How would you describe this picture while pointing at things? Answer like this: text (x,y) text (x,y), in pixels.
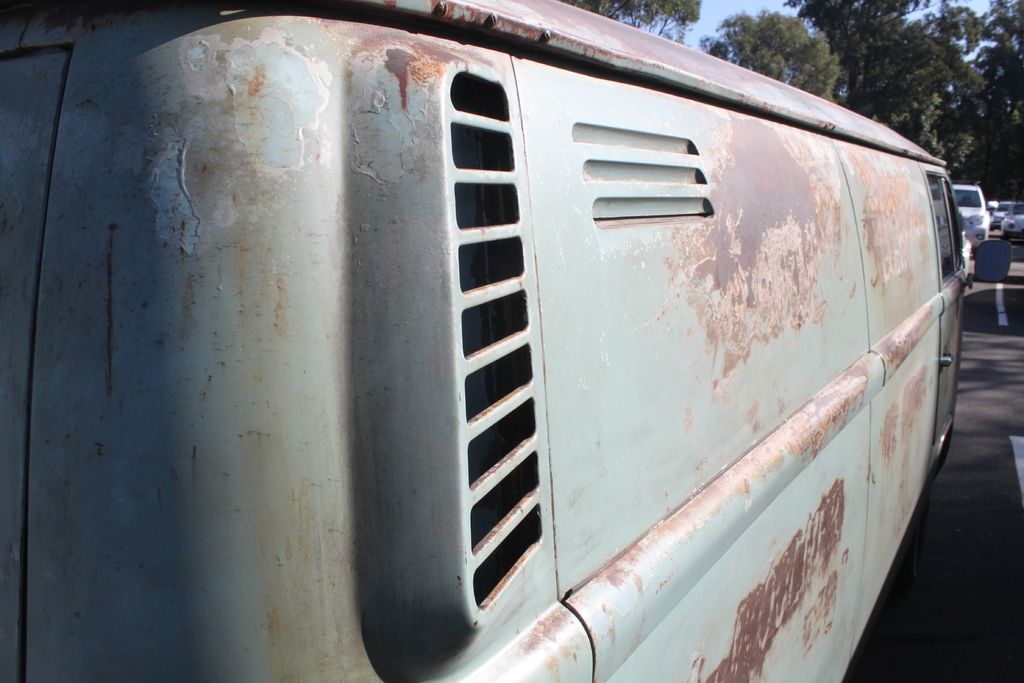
In this image we can see the vehicles (946,241), trees (889,96), sky (715,18) and also the road (981,472).
